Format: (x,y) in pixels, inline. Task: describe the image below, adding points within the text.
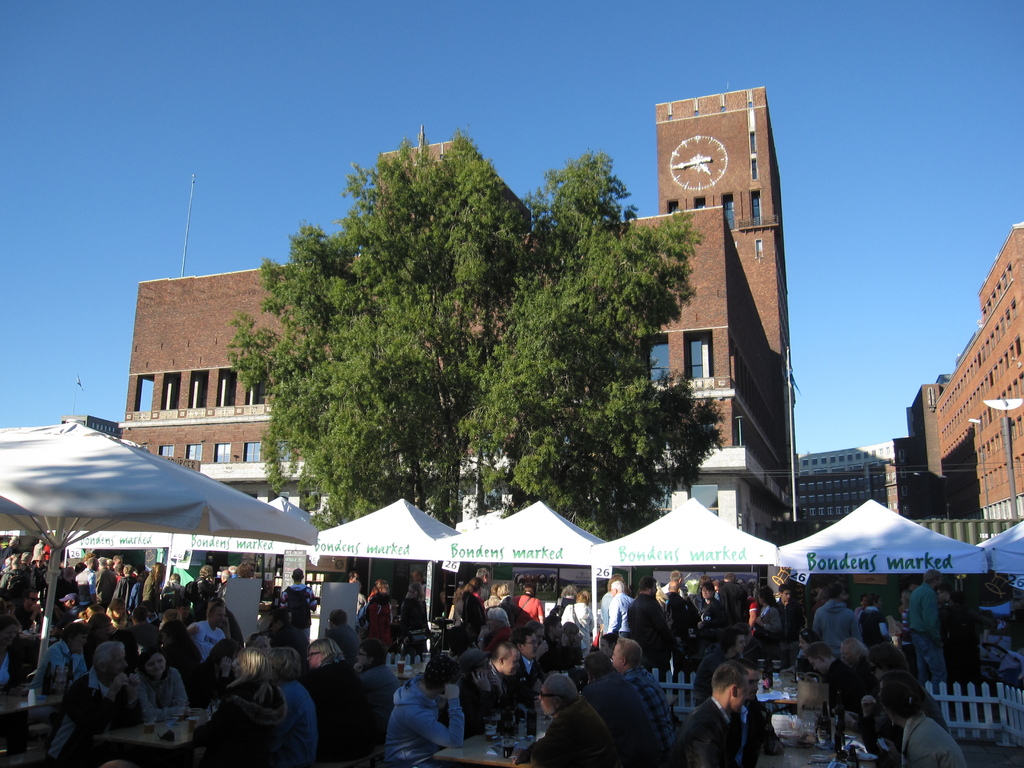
In this picture I can observe some people (476,641) in the bottom of the picture (456,694). I can observe white color tents (468,551) and a tree (449,357) in the middle of the picture (461,374). In the background (256,278) there are buildings (248,276) and sky (239,66).
